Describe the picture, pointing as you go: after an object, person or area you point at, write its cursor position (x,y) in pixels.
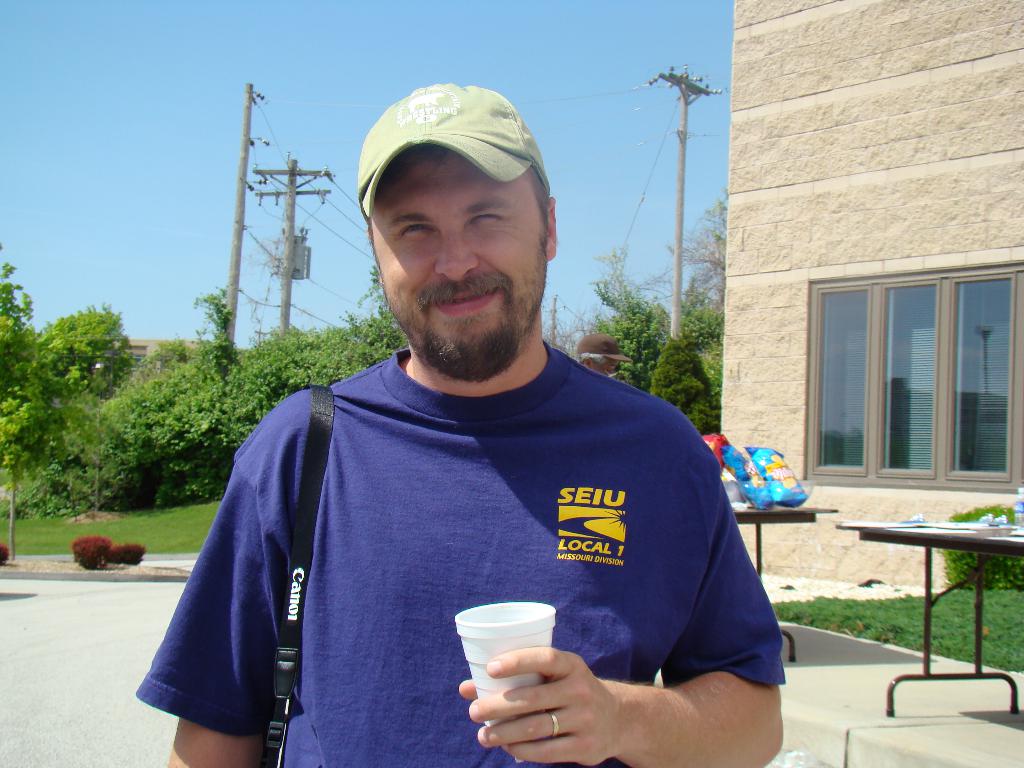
In this picture there is a man (474,520) wearing blue color t-shirt (519,572), holding the cup (510,646) in the hand (539,664) smiling and giving a pose to the camera. Behind there is a brown building (936,349) with glass windows (894,454). In the background (334,344) we can see some trees (277,339), electric poles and cables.
